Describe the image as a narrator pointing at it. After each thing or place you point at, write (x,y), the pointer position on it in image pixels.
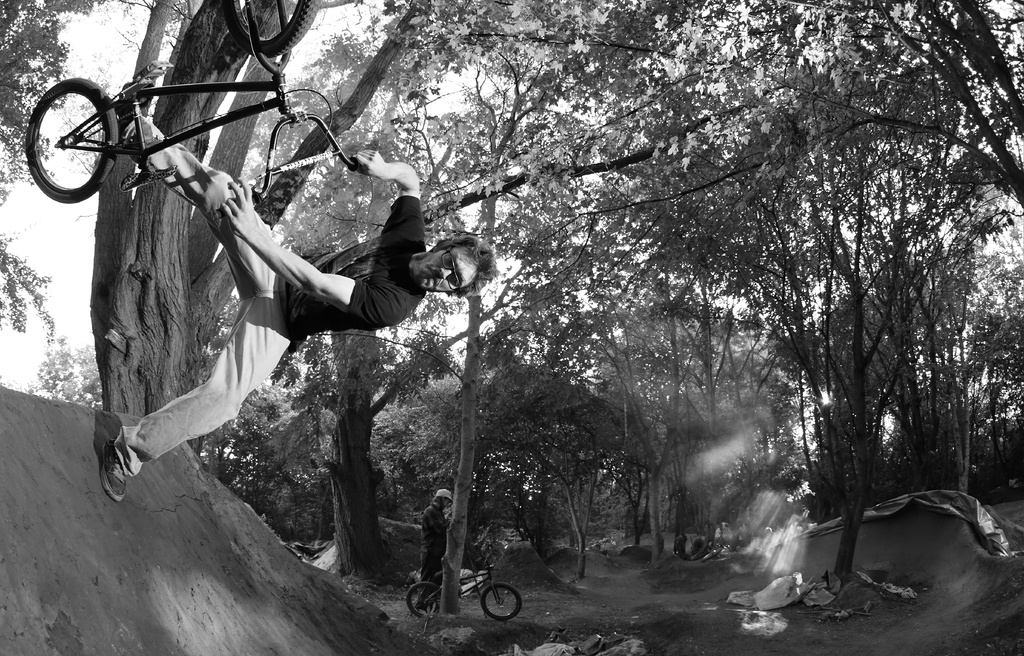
Here in the front (215,390) we can see a person (336,319) performing stunts on a bicycle (179,91) and behind him we can see number of trees (784,344) and there are also other people (441,550) with bicycles (487,595) here.
